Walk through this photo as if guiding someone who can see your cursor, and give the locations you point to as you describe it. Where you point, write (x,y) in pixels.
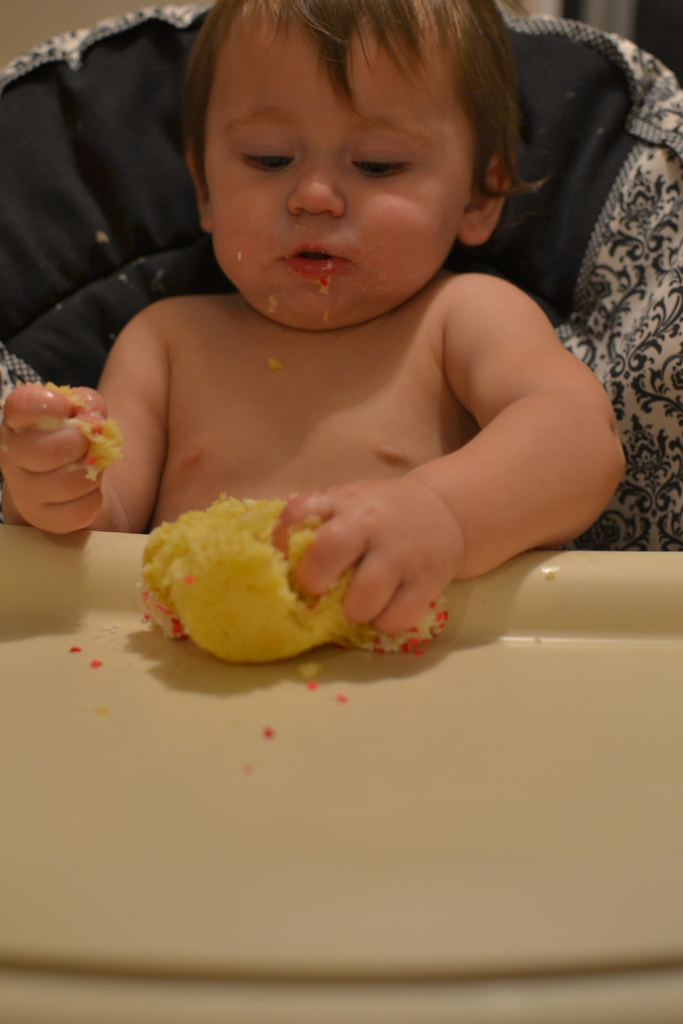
In this image we can see a child (398,190) is sitting and holding a food item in the hand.
